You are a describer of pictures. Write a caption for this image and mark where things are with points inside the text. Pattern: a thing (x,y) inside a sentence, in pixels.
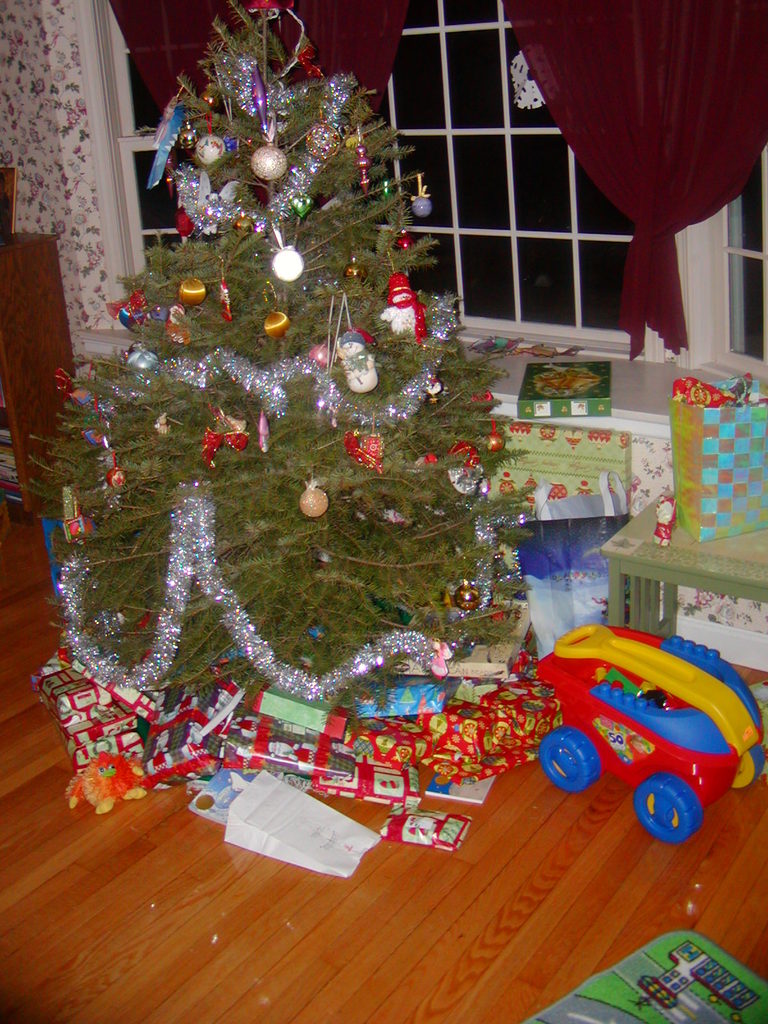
In this image we can see a Christmas tree (331,525) which is decorated with bells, ribbons (328,398) and some gift boxes (401,697). There are some gift boxes (206,767) around the tree (349,722). We can also see a toy car (628,759), papers (355,854), cupboard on the floor (425,785). On the backside (464,302) we can see windows (548,312), curtains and a box (592,409).
